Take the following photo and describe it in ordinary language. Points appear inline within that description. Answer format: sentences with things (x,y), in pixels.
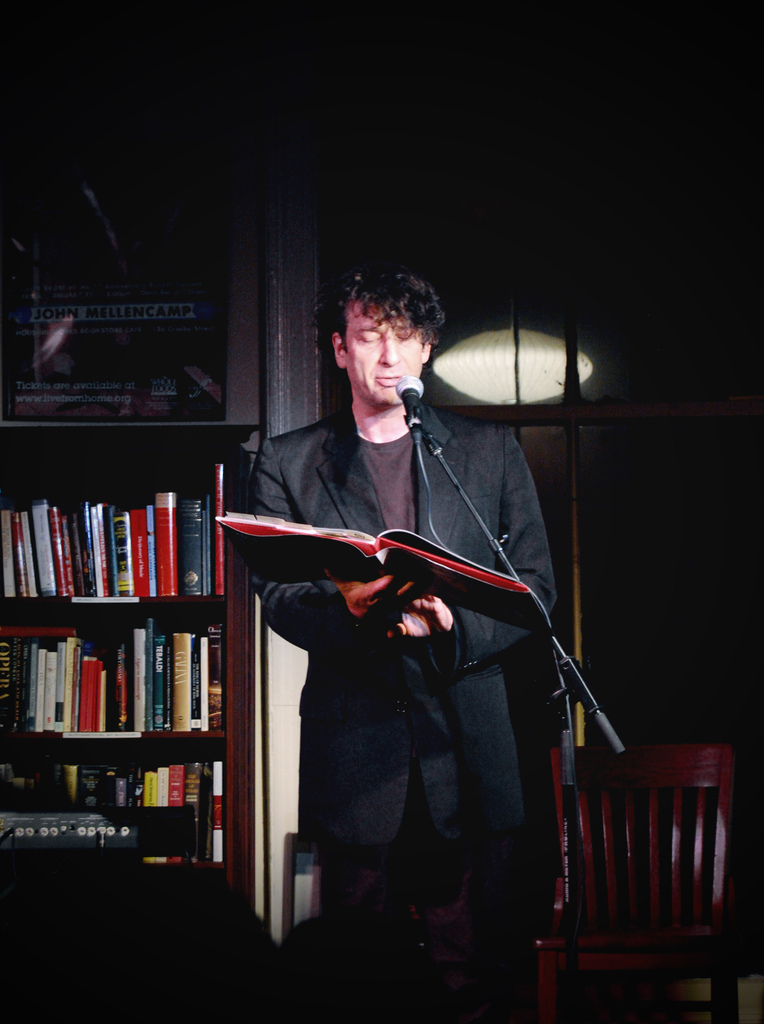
There is a man (397,399) who is talking on the mike (417,403). He is holding a book (480,572) with his hands (438,607). This is rack (226,459) and there are books (152,715). This is chair (629,940) and there is a light (544,375).
